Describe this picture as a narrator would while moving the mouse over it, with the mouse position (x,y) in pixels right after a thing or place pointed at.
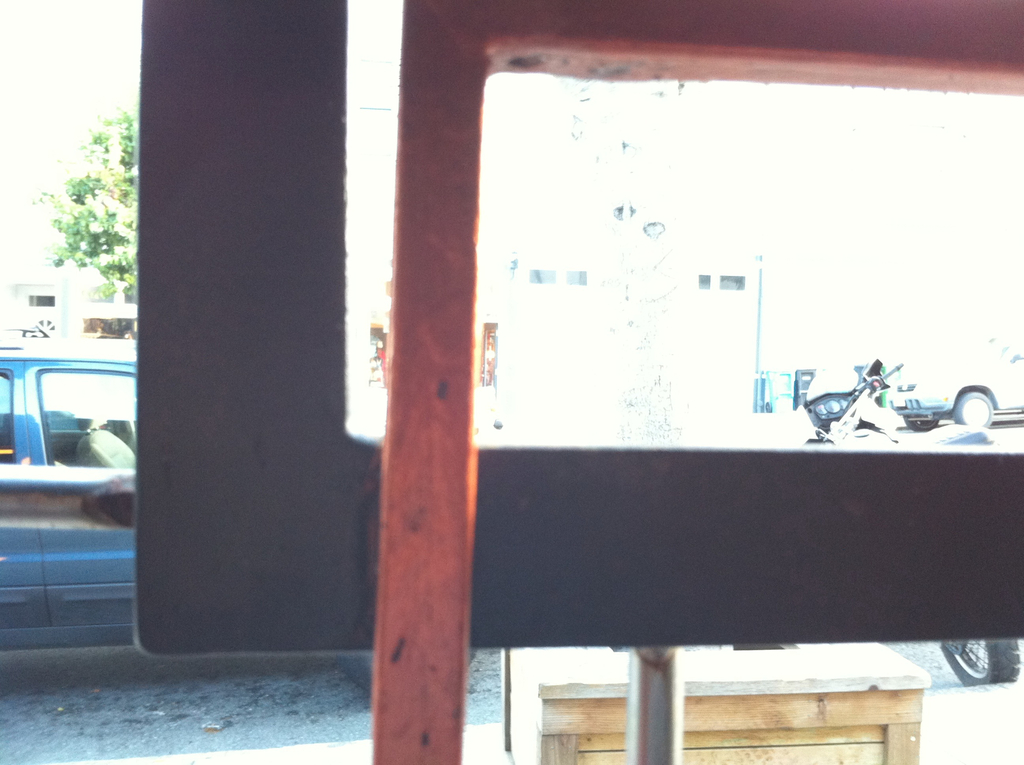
In this image we can see some vehicles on the road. In the foreground (385,639) we can see a metal rod (352,569). On the backside (69,303) we can see a building (81,328) with windows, a pole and a tree (98,252).
